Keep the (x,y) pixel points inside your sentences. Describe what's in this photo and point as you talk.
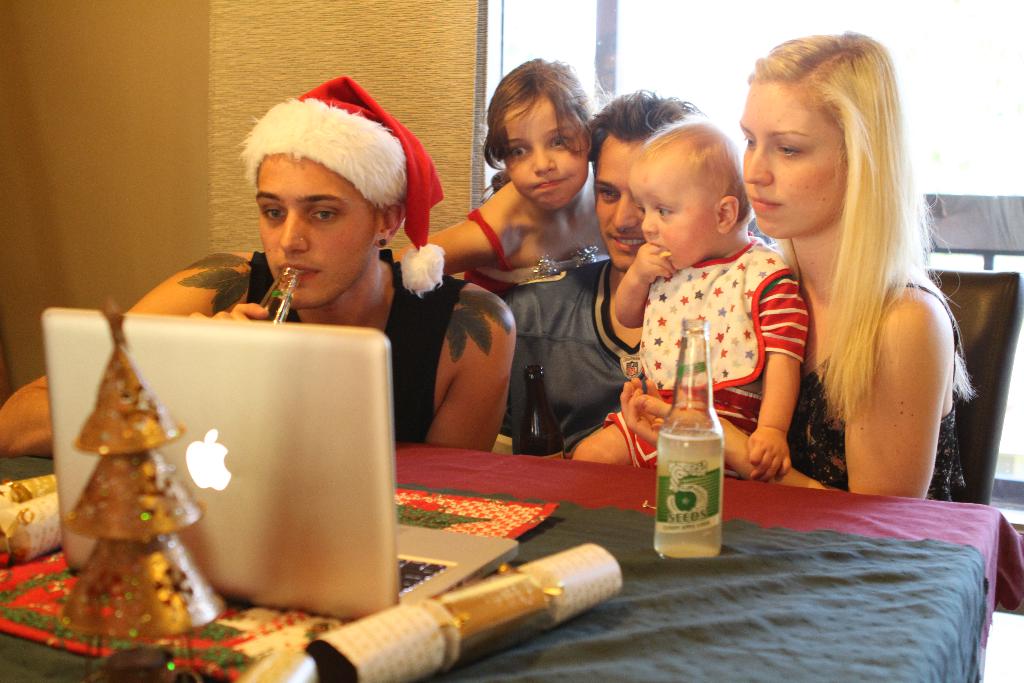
In this image there are three person (776,208) and two children's (628,286). On the table (687,571) there is a bottle (679,519), laptop (260,385).
